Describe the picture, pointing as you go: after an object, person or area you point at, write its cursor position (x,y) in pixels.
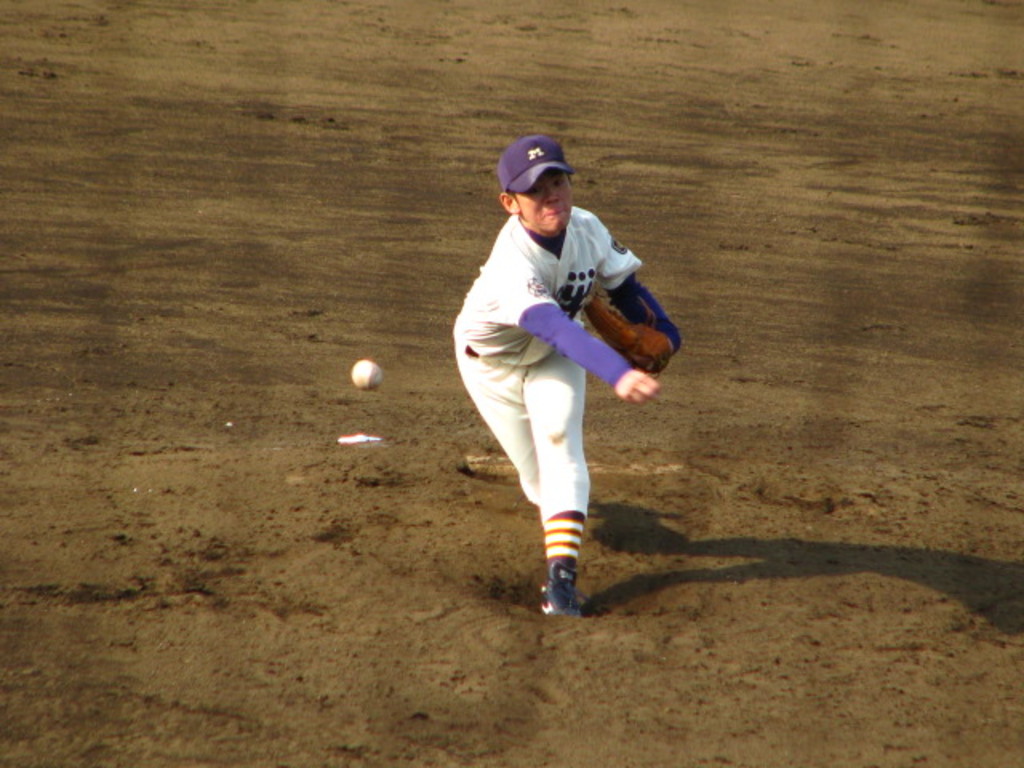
As we can see in the image there is ball (367,374), a boy (560,397) wearing blue color cap (518,149) and white color dress (569,386).
